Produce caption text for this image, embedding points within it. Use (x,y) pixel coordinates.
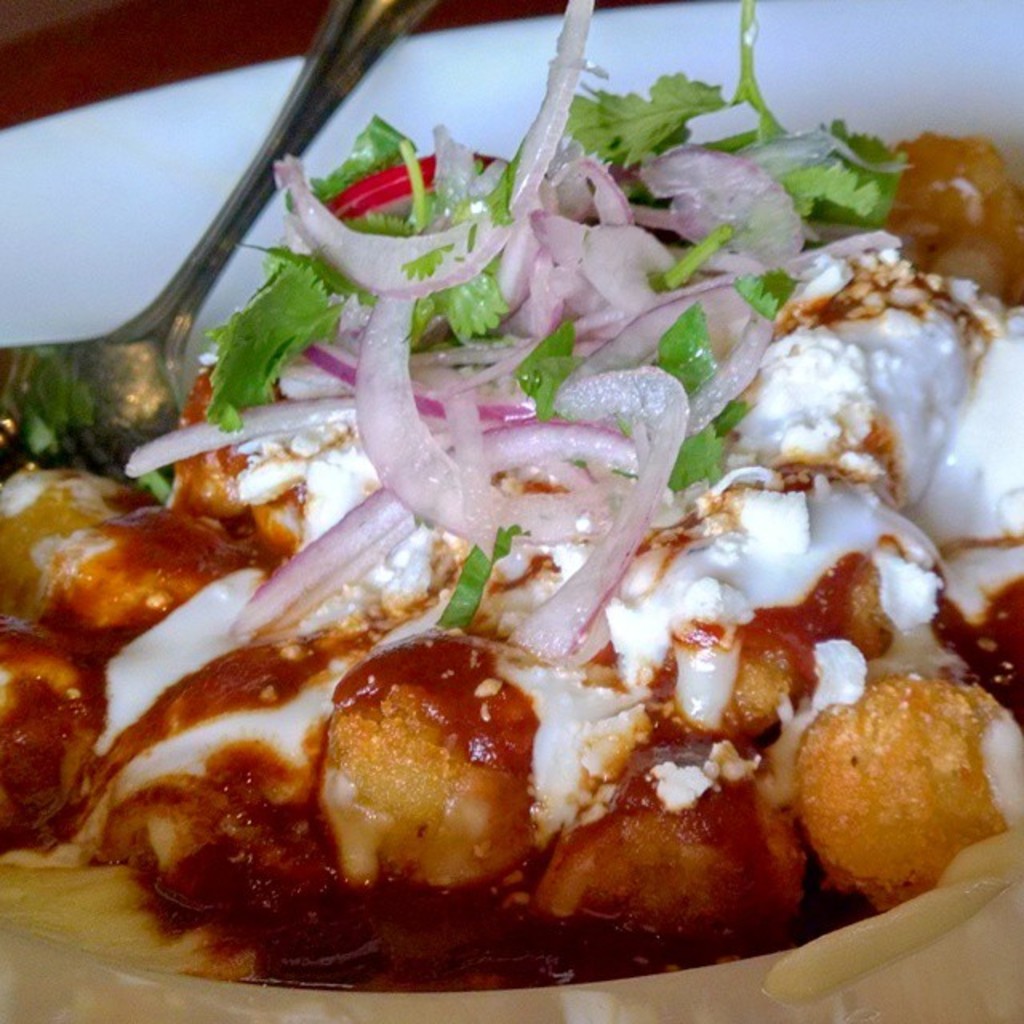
In this image there is a white plate (258,136), spoon (82,395) and food (486,400).
